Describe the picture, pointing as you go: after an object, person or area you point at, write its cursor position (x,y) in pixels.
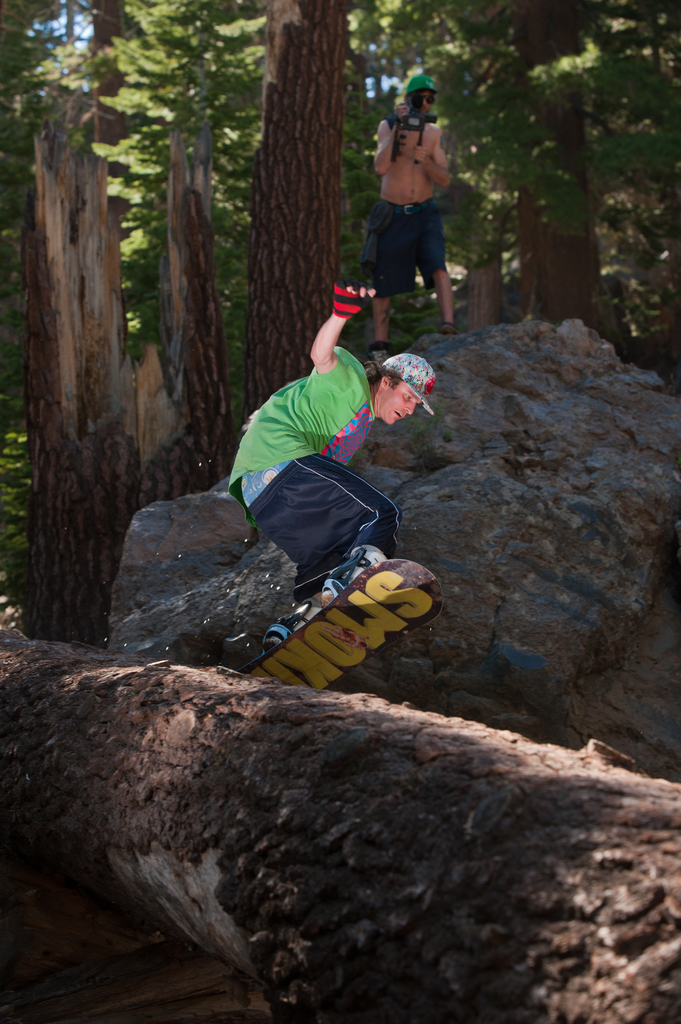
In this picture we can see a man (297,521) wore cap (388,364) and riding a snowboard (350,653) and in the background (84,390) we can see trees (498,39), rock (454,450) and a person (370,218) holding a camera (418,115) with his hands (401,114).
